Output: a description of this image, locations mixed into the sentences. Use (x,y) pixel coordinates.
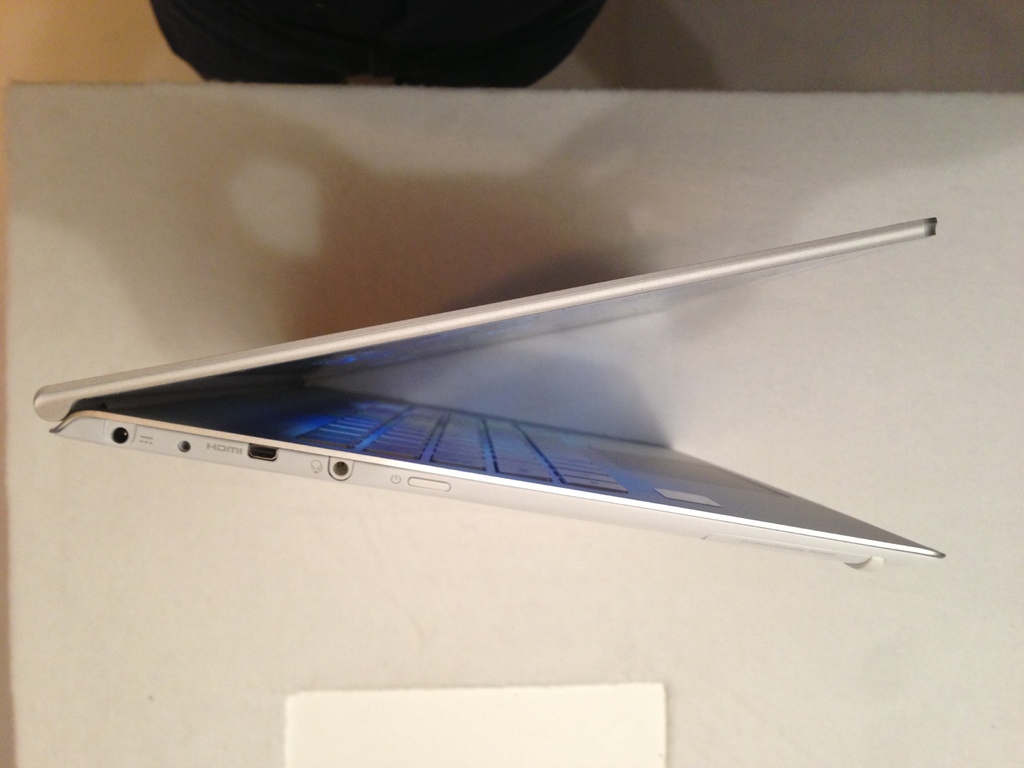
In this image I can see the white colored surface (318,192) and on it I can see a laptop (322,391) which is silver in color. To the bottom of the image (429,703) I can see a white colored object (426,716) and to the top of the image (454,33) I can see a black colored object (462,47).
